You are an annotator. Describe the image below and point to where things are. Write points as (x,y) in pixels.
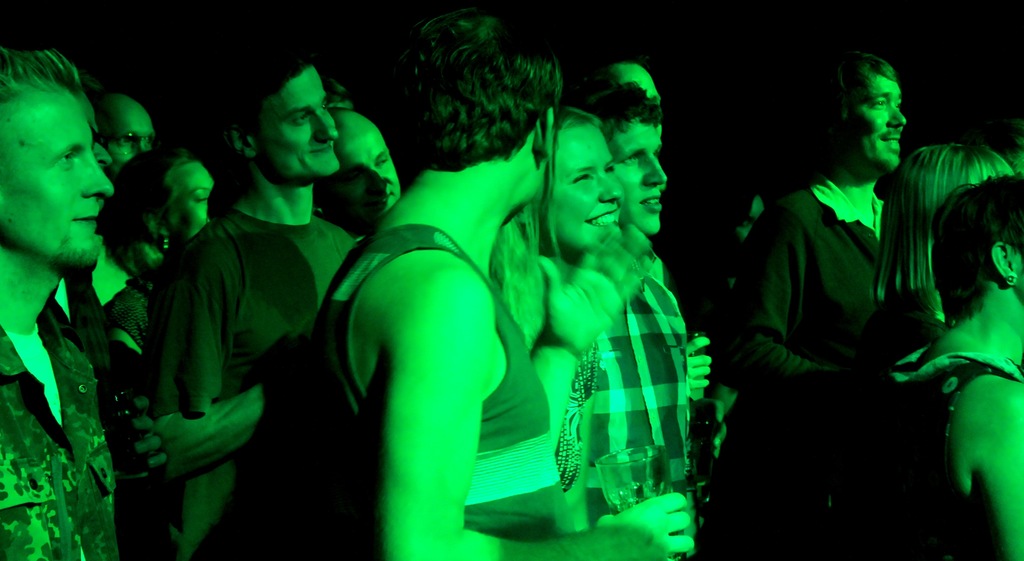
In this image I can see a crowd of people (244,209) standing facing towards the right side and smiling. The background (742,32) is dark.
